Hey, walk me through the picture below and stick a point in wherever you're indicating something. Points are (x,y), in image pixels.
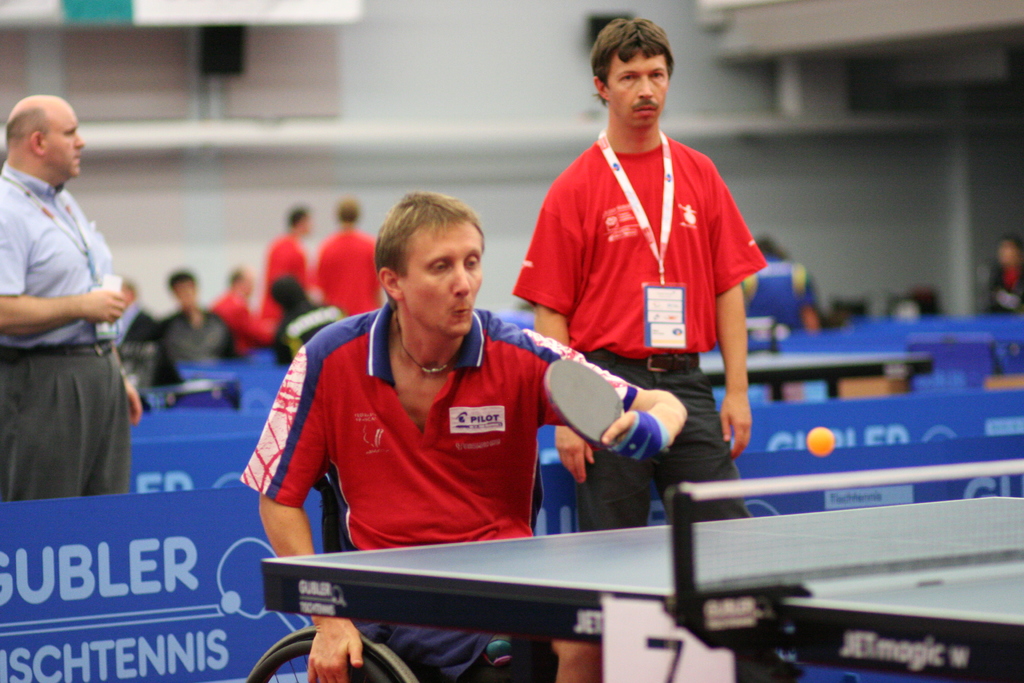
In this image, there is a person (468,410) in front of the table (544,568) holding a table tennis racket (616,414) with his hand (627,415). There is person (582,270) in the middle of the image (564,245) and on the left side of the image (81,317) wearing clothes (557,242). In the background (373,150), there is a hall (552,106).
